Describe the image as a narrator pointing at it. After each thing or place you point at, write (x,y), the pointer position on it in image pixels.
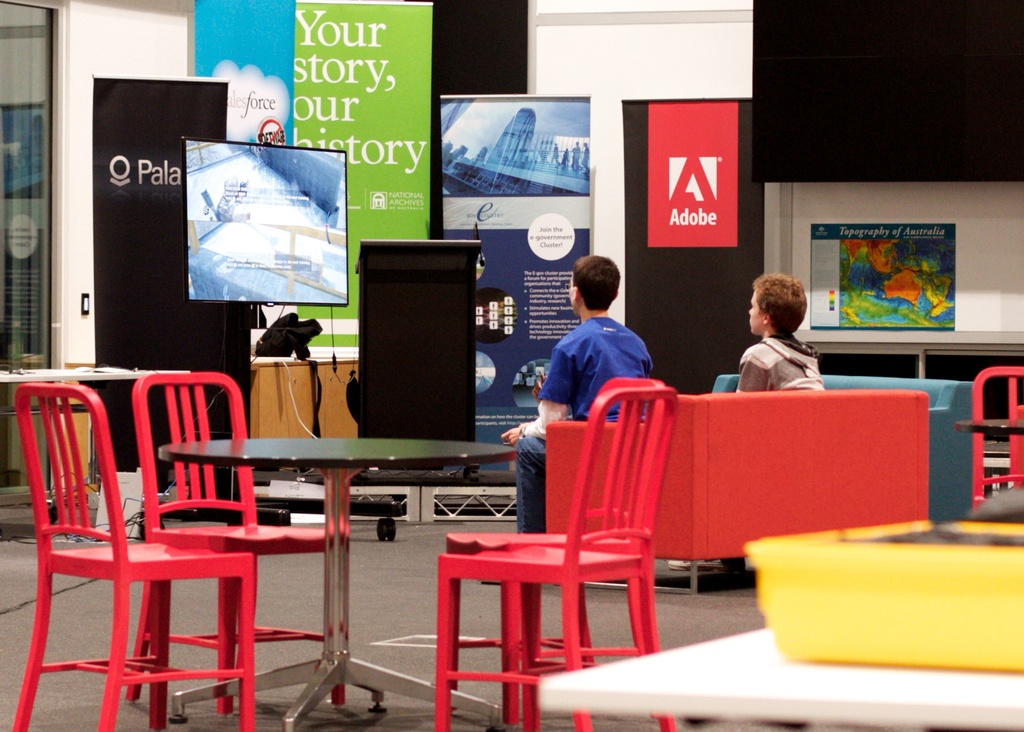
We can able to see red chairs (291,640) and black table (304,450). This is a speaker (401,338). Beside this speaker (429,299) there is a monitor (300,259). On wall (983,252) there are different type of posters (527,104). These 2 persons (621,371) are sitting on a couch (763,446). On this table (818,678) there is a container (942,602). Far on this table (264,371) there is a bag (299,340). A map (862,307) on wall (991,238).
